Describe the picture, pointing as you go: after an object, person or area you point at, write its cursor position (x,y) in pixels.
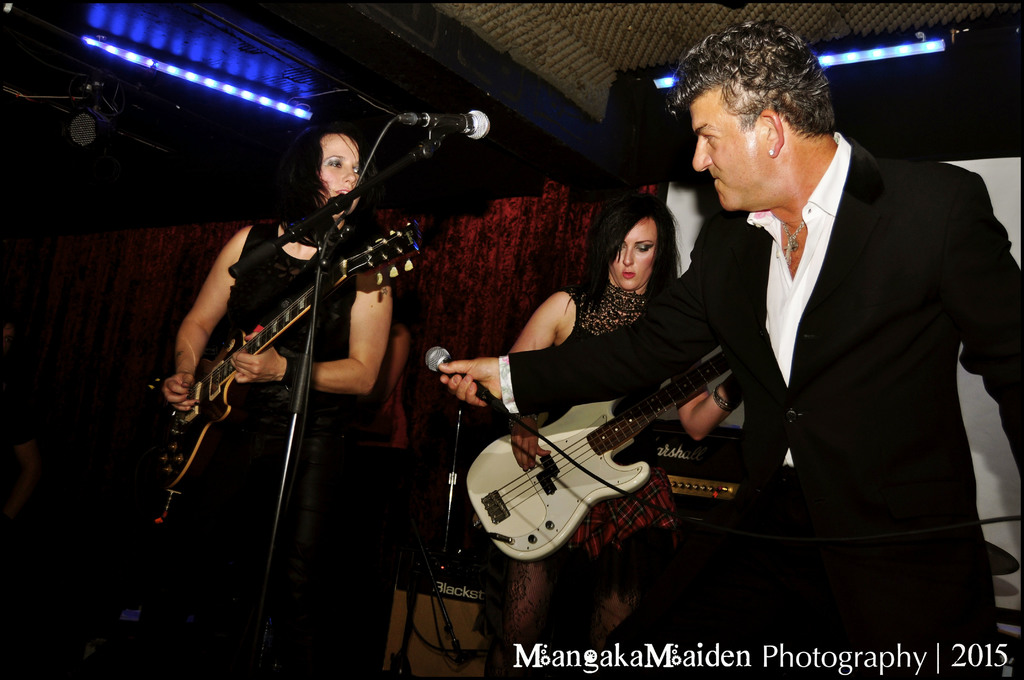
In the center (614,321) we can see three persons (807,358) were standing. Two ladies (636,312) were holding guitar (536,476) in their hand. And right side (832,284) we can see one man (826,319) he is holding microphone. In front of them we can see another microphone (438,127). Coming to the background (22,278) we can see the light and curtain (511,273).
